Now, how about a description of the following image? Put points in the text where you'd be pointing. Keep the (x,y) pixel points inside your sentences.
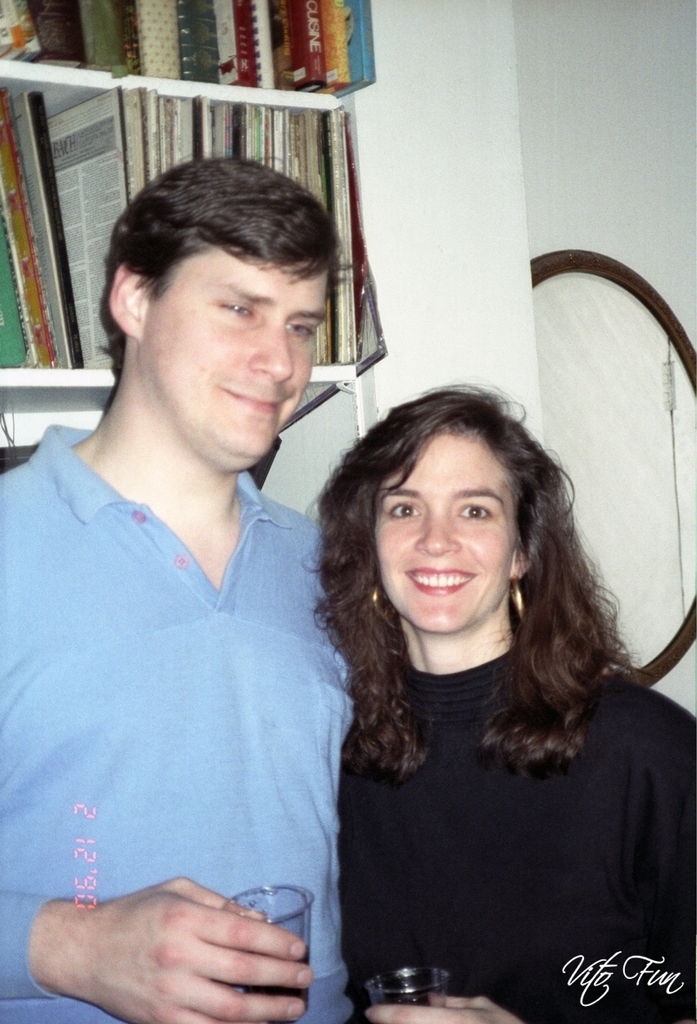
In this image there is a couple (392,646) who are holding the glasses (287,895). In the background (111,113) there are racks (99,77) in which there are books (93,131). On the right side (608,404) there is a mirror (618,428).
